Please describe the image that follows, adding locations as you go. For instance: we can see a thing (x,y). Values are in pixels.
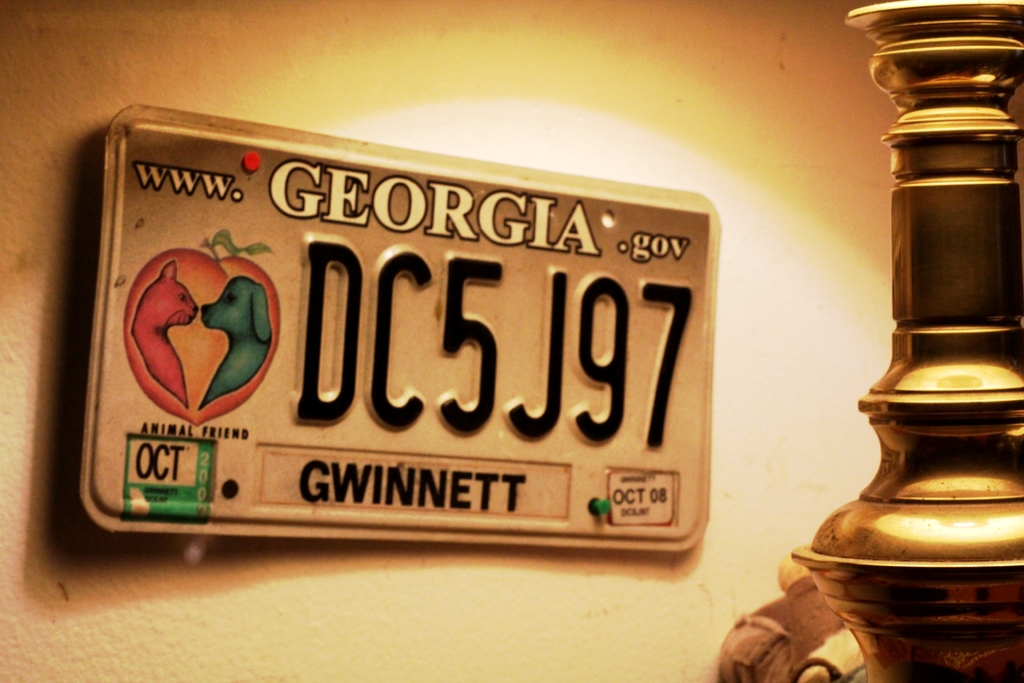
In this picture we can see a board (448,418), there is some text (441,229) and numbers (563,299) represent on the board (495,322), there is something present on the right side (889,262), in the background (638,117) there is a wall (580,117).
